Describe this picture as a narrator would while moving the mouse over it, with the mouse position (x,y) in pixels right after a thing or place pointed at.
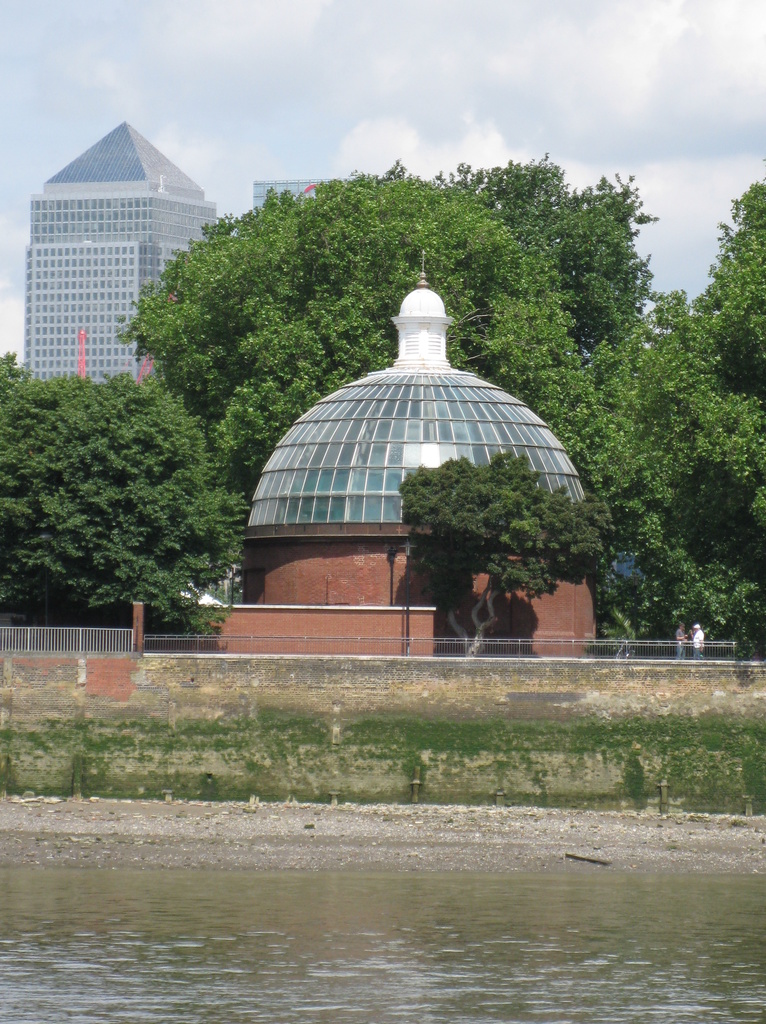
In this picture we can see the water (421,933) at the bottom of the picture (205,902). There is a compound wall (231,680), some railing (586,646), trees (516,537) and buildings (100,313). Sky (140,62) is cloudy.
